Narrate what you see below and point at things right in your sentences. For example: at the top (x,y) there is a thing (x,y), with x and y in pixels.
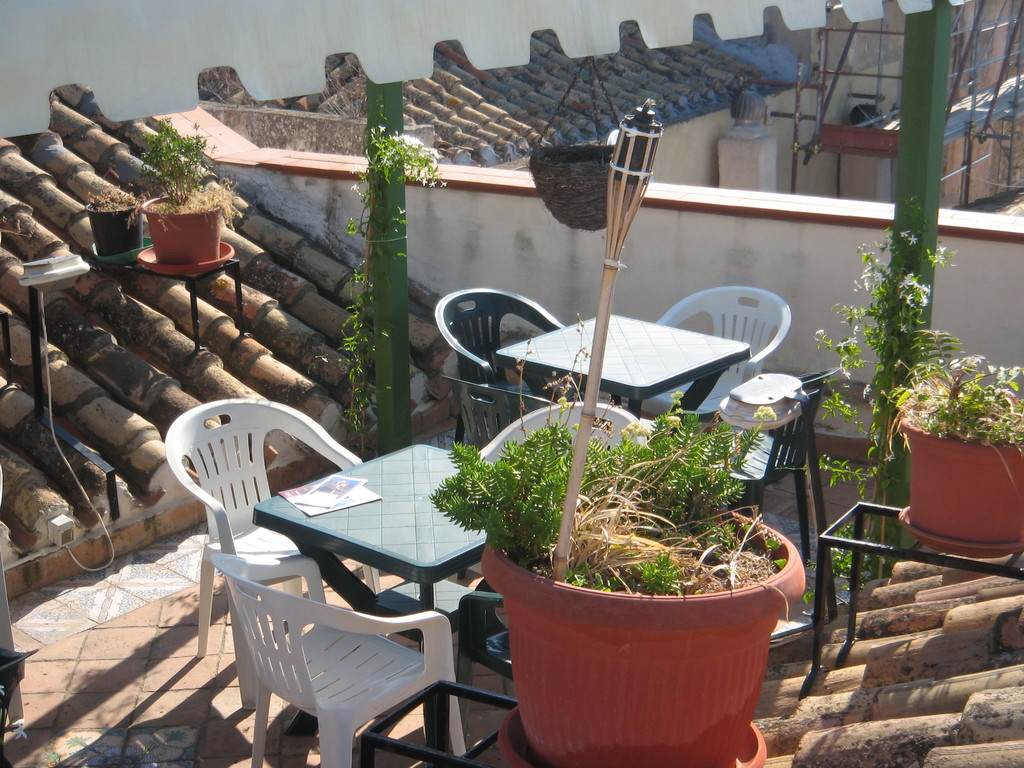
In this picture we can see the roof (12,465) of the building (1017,670). On the roof (2,283) we can see chair (679,313), tables (427,486), pot (622,613), plants (948,432), poles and wall (793,263). In the top right corner (824,34) we can see pipe (882,20) near to the wall (846,39).
